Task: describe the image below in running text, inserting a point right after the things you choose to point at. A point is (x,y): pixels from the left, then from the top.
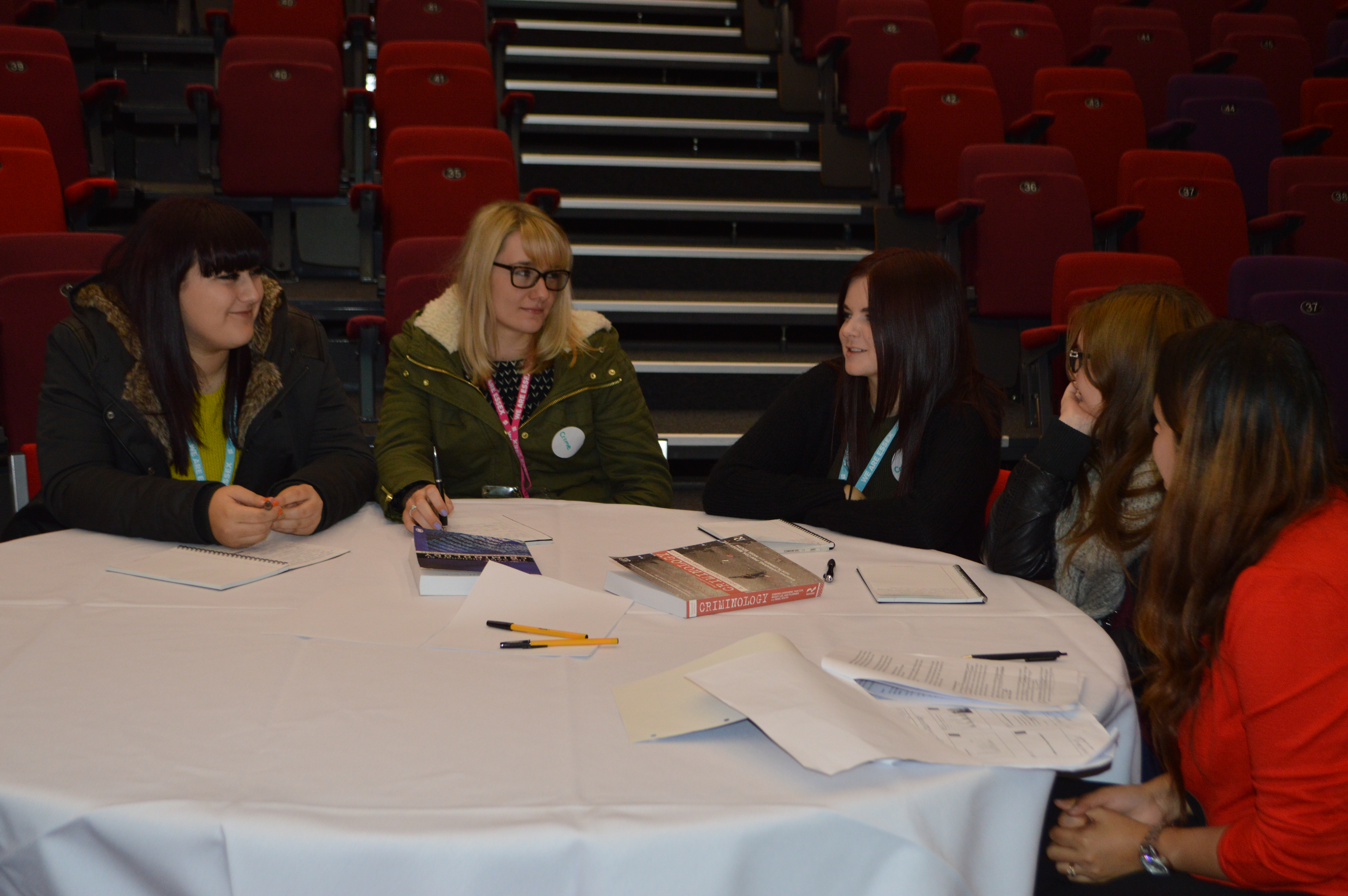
In this image I can see the group of people (632,423) sitting In front of the table (602,711). On the table (491,691) there are books (757,596), papers (769,706) and the pens (570,635). In the back ground of these people (654,473) there are chairs (446,134) and the stairs (665,200).
